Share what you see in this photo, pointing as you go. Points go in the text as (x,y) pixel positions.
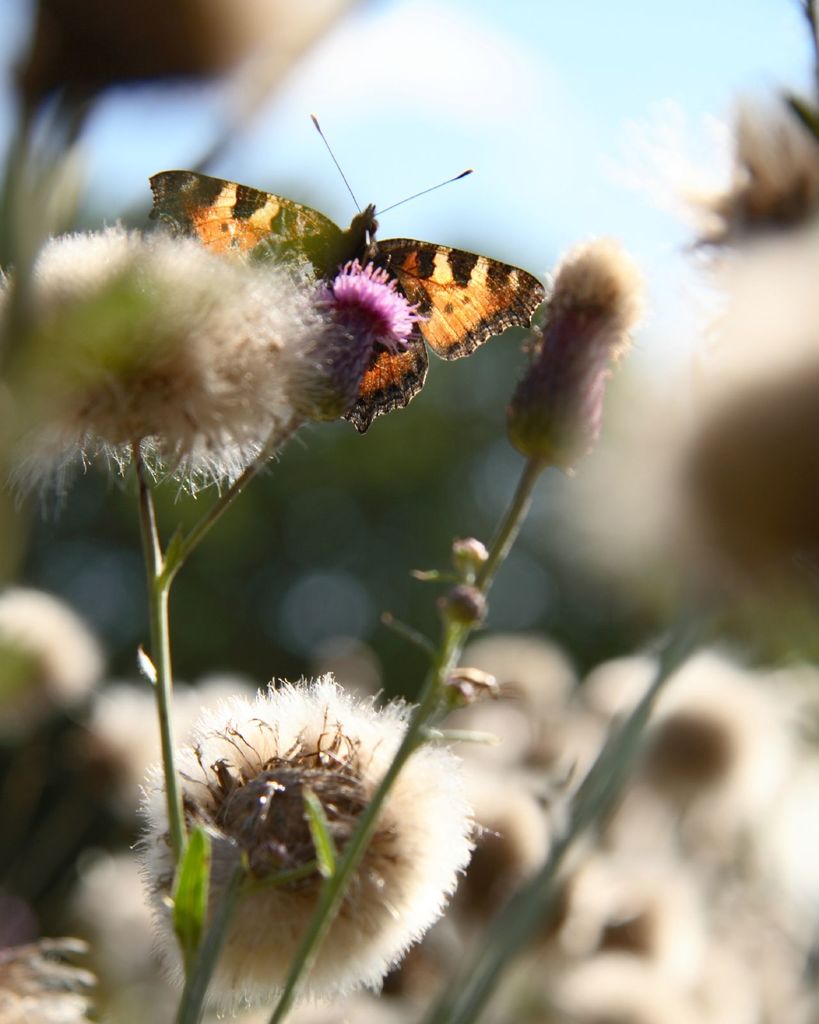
In this image we can see a butterfly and flower plants (229,460).
